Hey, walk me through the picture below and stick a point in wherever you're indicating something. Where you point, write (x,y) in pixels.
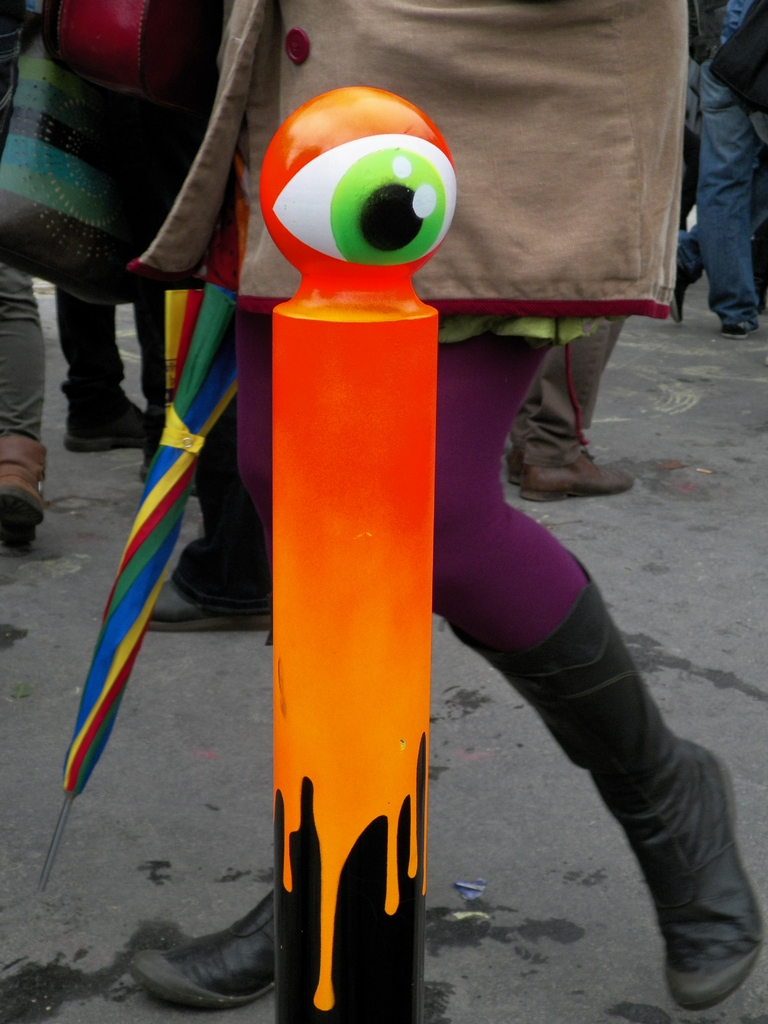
In the center of the image (279,603) we can see the painted rod (385,361). In the background (373,79) we can see the people (252,21) walking on the road (689,537). We can also see a person (345,46) holding the umbrella (106,740) and wearing the shoes (707,868).
